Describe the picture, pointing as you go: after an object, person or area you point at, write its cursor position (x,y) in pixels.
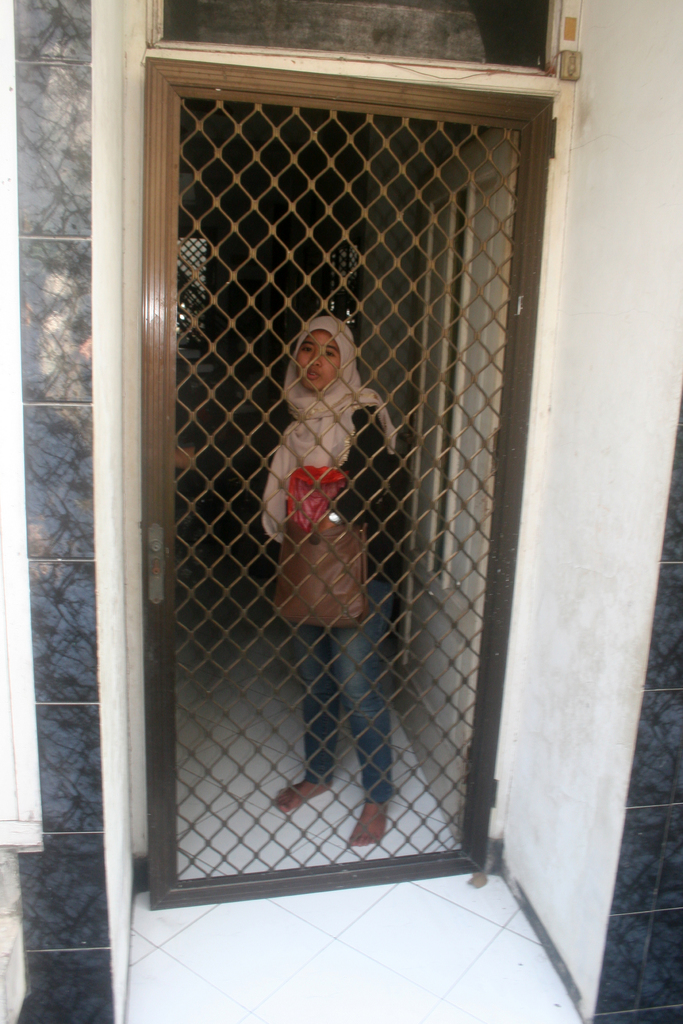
In this picture we can see a woman (356,830) standing on the floor (226,808), mesh door (214,612) and in the background (353,253) we can see windows (346,260).
